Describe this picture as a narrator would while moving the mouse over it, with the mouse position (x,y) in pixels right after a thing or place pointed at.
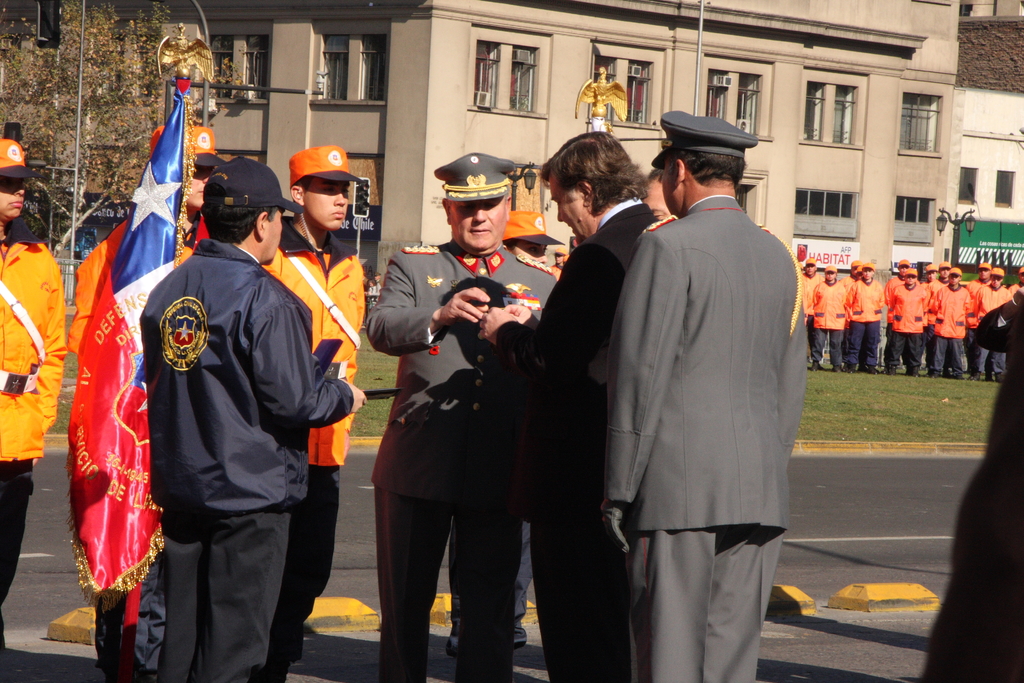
In this picture I can see there are a group of people (552,347) standing and they are wearing a blazers (639,500) and in the backdrop (998,295) I can see there are some other people (937,335) standing in the backdrop (960,321) they are wearing a orange shirt (916,311) and a black pant (105,652).
